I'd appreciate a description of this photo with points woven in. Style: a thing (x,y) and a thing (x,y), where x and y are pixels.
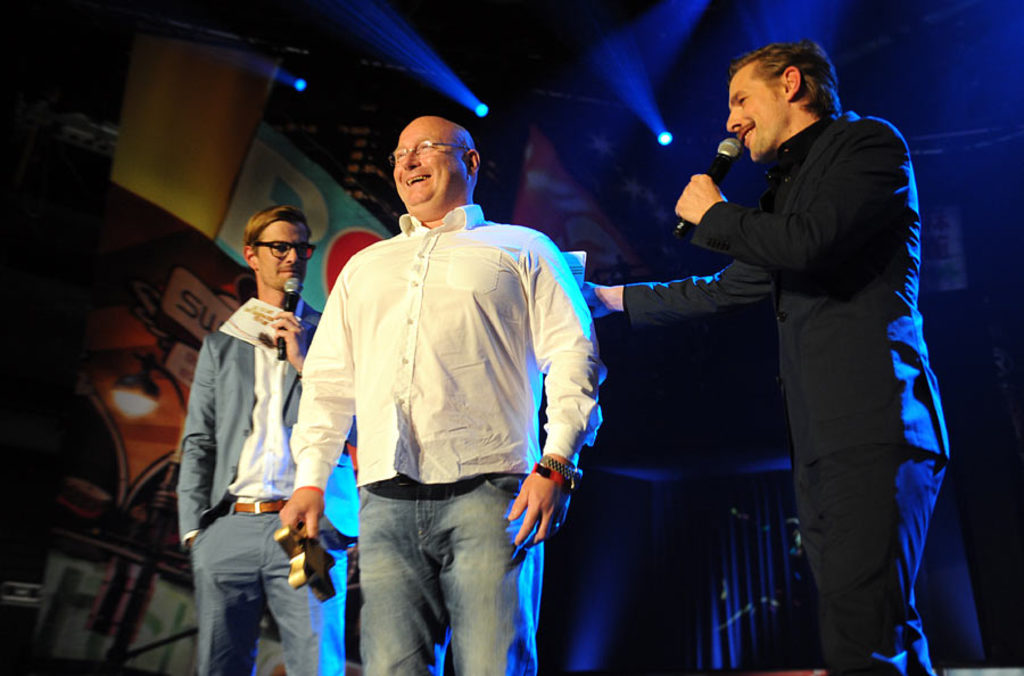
In the middle of the image (360,397) few people (231,515) are standing and holding some microphones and something in their hands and smiling. Behind them there is banner (551,162) and lights (484,104).
